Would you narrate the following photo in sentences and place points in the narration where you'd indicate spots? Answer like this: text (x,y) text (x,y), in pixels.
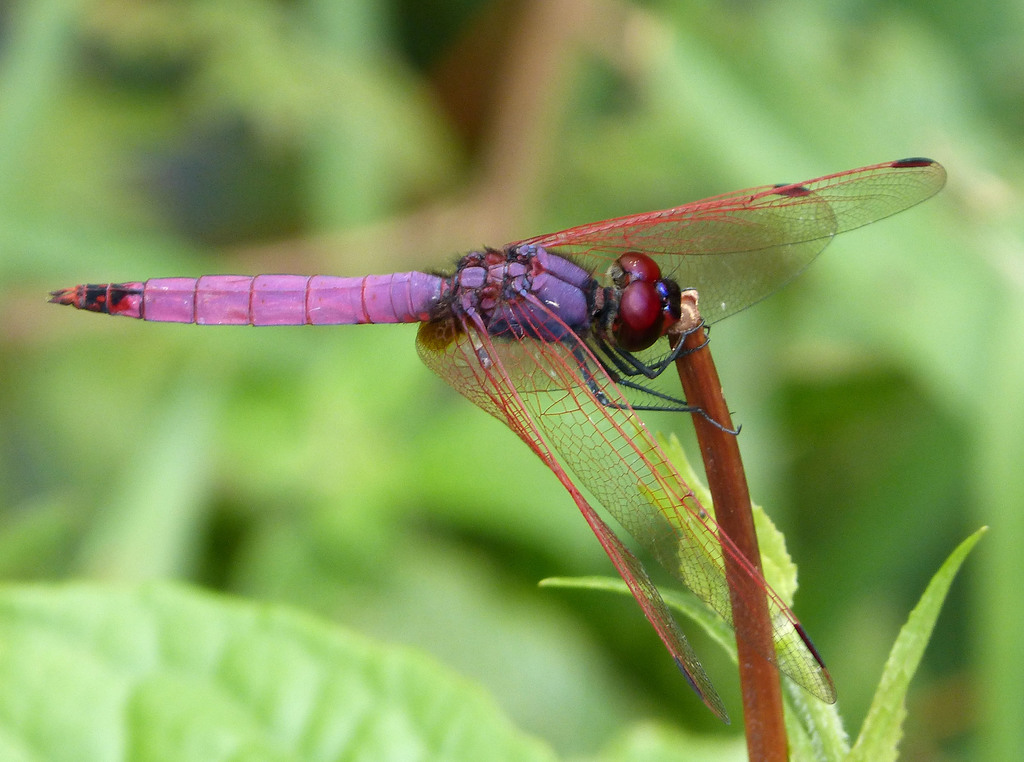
In this image I can see the dragonfly (381,316) which is in black, brown and purple color. It is on the plant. And there is a blurred background (493,71).
